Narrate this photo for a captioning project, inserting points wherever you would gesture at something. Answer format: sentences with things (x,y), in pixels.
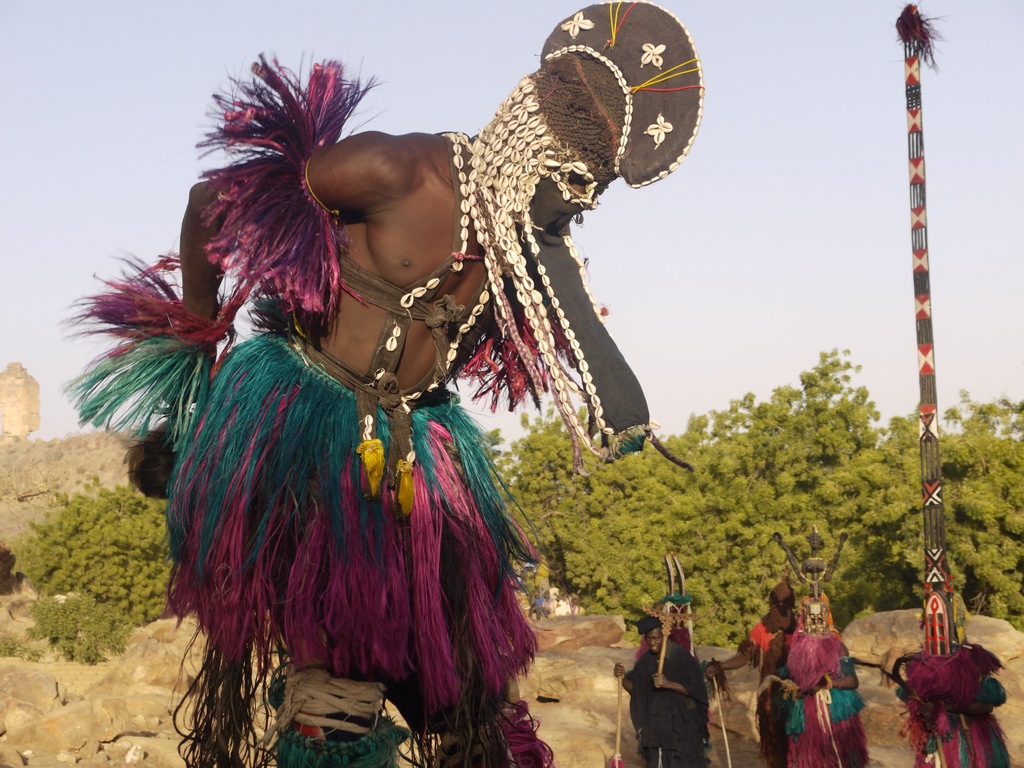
This is the picture of a person (584,342) wearing a colorful dress (344,431) and we can see a few people (933,652) standing and carrying some objects (924,649). In the background (911,515), we can see trees (690,486) and the stones (898,649) and the sky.
